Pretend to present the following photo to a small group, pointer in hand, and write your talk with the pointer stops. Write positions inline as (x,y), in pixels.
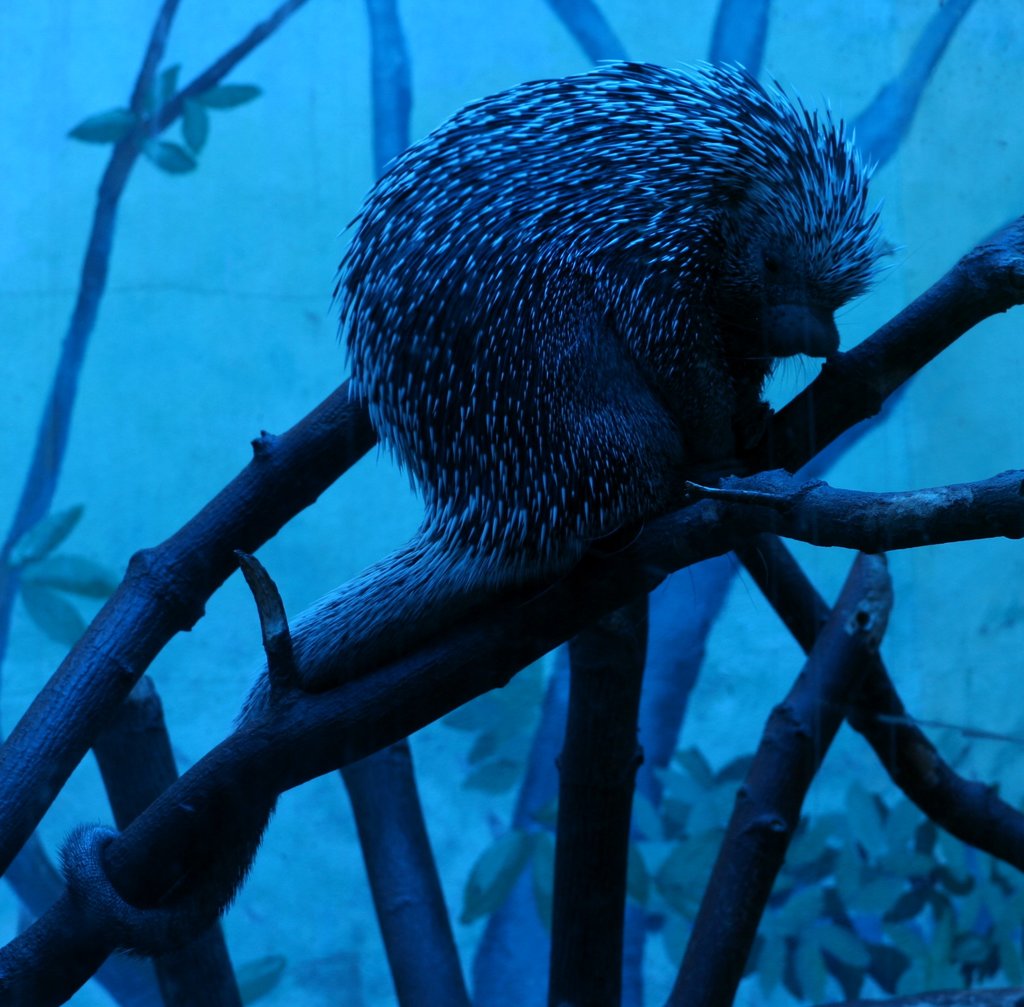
There is a porcupine (487,165) on the branch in the foreground area of the image (412,270).
